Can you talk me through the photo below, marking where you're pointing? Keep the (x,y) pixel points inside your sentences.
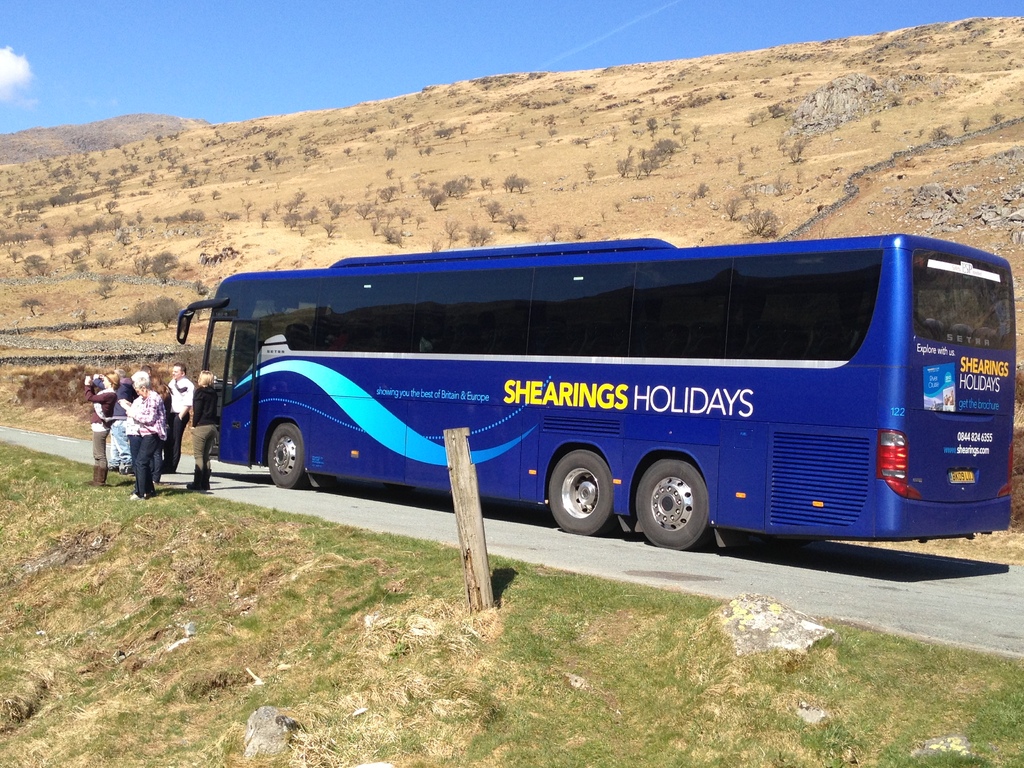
In this image I can see a blue color bus (503,375) on the road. Here I can see people (136,400) are standing. Here I can see a wooden pole (469,553) and the grass (510,645). In the background (449,205) I can see trees (391,189), hill (403,205) and the sky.
